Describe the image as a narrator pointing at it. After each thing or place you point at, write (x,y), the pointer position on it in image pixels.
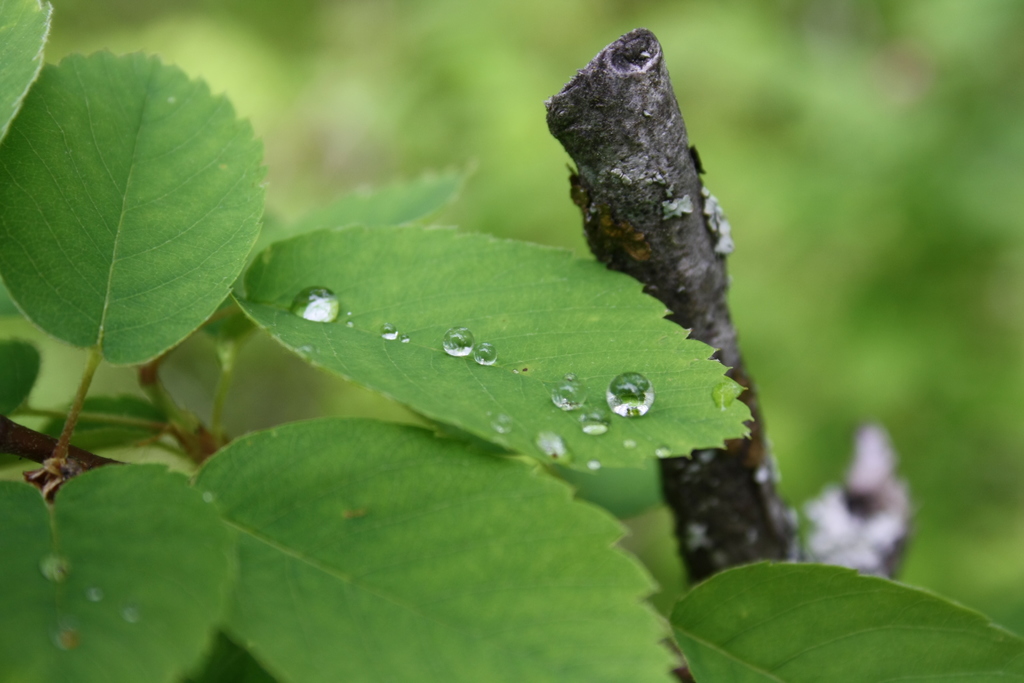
In the center of the image (506,315) there are leaves (538,611). There is a stem (604,86). The background of the image (792,131) is blur.
